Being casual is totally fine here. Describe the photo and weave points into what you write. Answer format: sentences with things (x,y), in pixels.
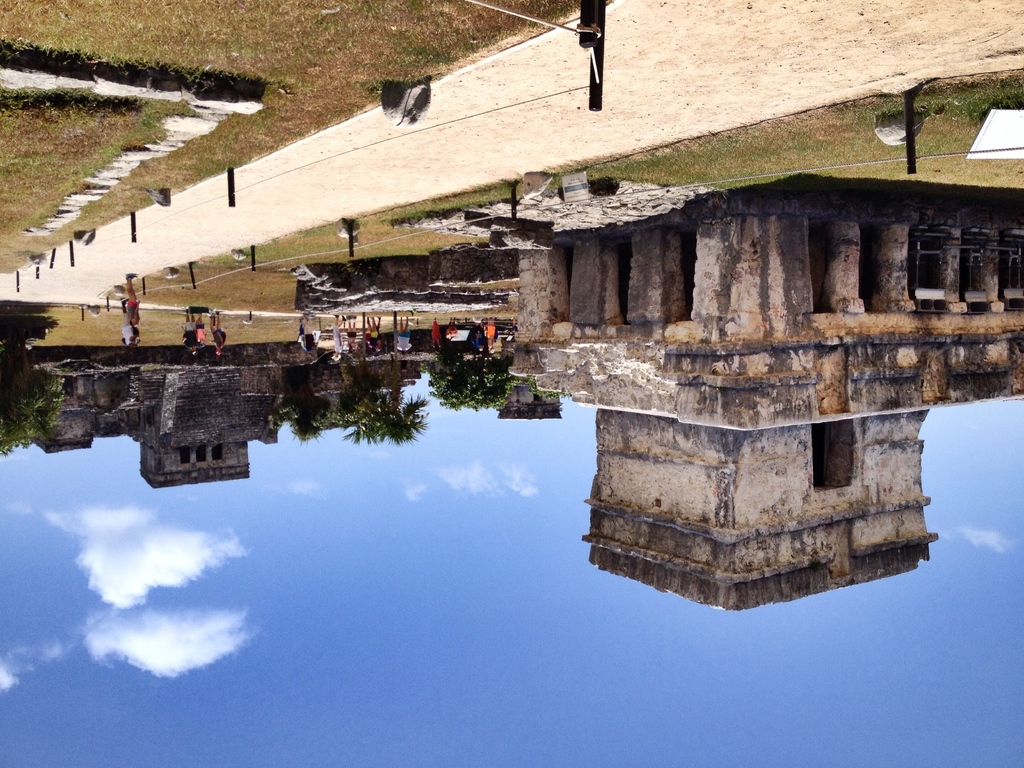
In this image we can see some houses (816,373), plants (387,405), trees (366,389), rocks (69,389), there are few people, also we can see the ropes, and the sky (376,510).
